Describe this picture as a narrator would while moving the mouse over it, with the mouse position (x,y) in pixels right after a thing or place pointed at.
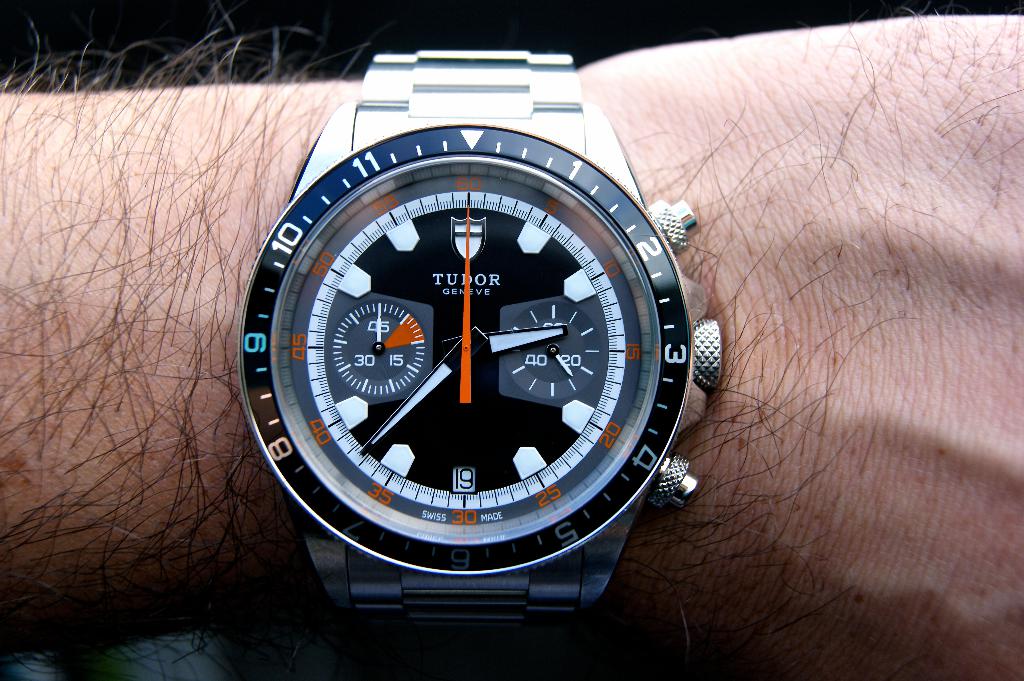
In this image we can see the hand (723,363) of a person (728,373) wearing a watch (470,427).
